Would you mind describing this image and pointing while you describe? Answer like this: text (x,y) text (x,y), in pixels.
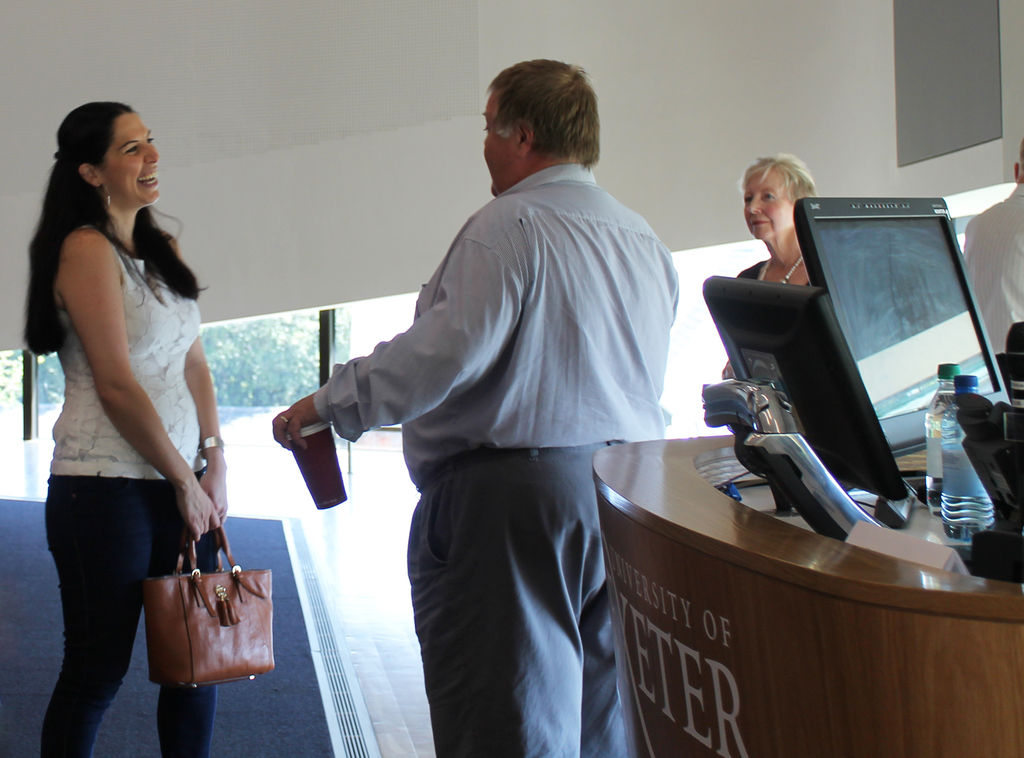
In this image I can see there are the two persons (168,405) standing on the floor (141,631). And left side (115,418) there is a person (103,430) wearing a white color shirt (89,444) she is smiling and she holding a brown color hand bag (193,606) on her hand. And on the right side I can see a person (498,322) holding a cup (315,457) on his hand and wearing a light blue color shirt (600,318). on the right side (716,517) corner I can see a table (726,499), on the table (716,508) there is a system (873,327) and bottles (931,455) kept on the table (912,530). on the right corner (770,178) I can see a woman head (773,190).
